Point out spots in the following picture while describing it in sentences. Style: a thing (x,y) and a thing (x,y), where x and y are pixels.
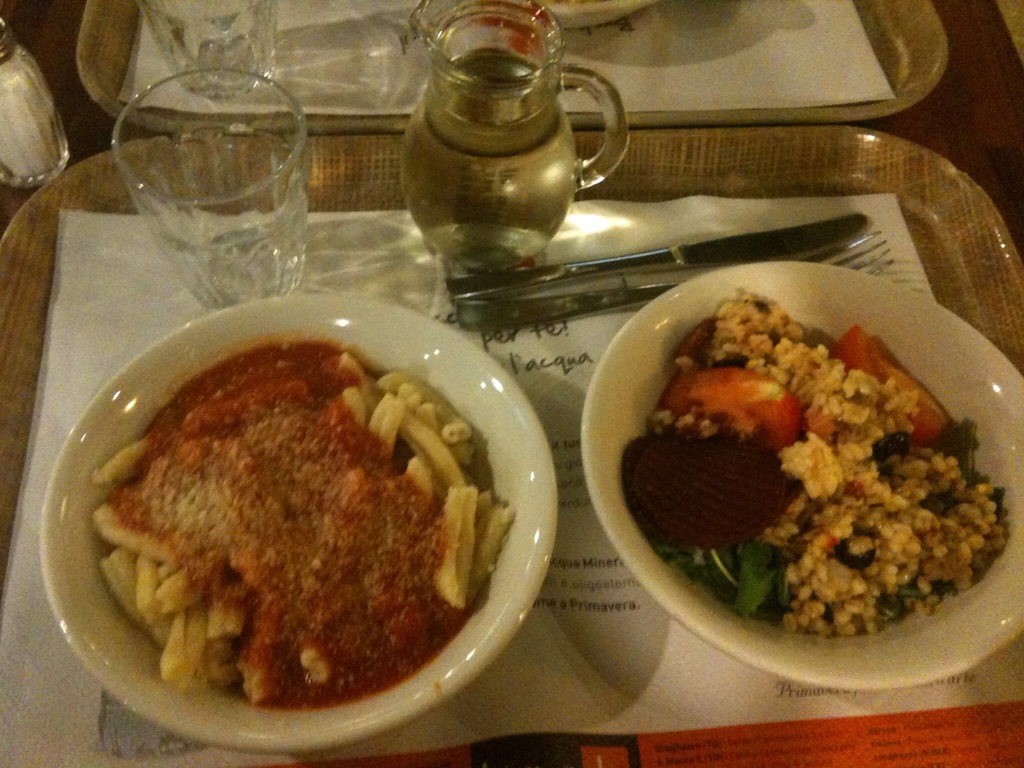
In this image we can see serving bowls (598,471) with food (378,539) in them, cutlery (585,303), glass tumbler (257,177) and jug (462,173) placed on the tray (599,243).
